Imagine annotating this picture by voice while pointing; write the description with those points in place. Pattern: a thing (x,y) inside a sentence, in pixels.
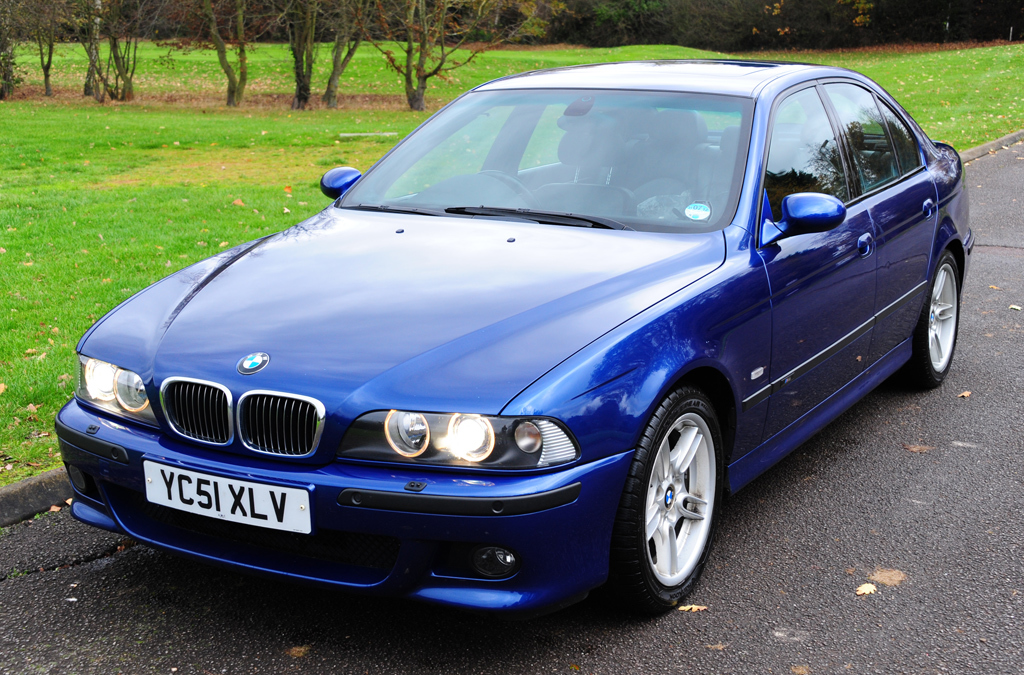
In this picture we can see a car (472,179) on the road (604,659). We can see some grass (29,283) and a few leaves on the ground (193,175). There are a few plants (588,36) visible in the background (62,18).
